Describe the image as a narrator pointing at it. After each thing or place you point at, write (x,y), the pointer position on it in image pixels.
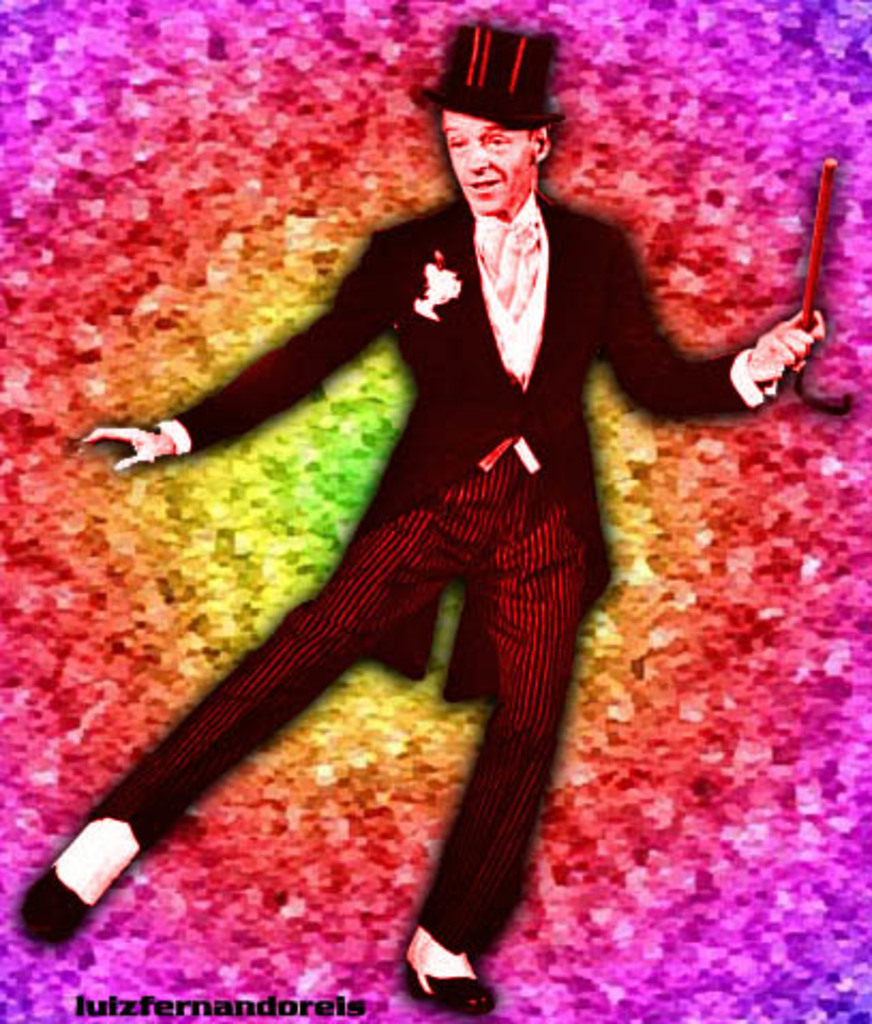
In this image, there is a person (574,450) wearing clothes (392,557) and hat (486,96) on the colorful background. This person (509,397) is holding a stick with his hand (792,334).
